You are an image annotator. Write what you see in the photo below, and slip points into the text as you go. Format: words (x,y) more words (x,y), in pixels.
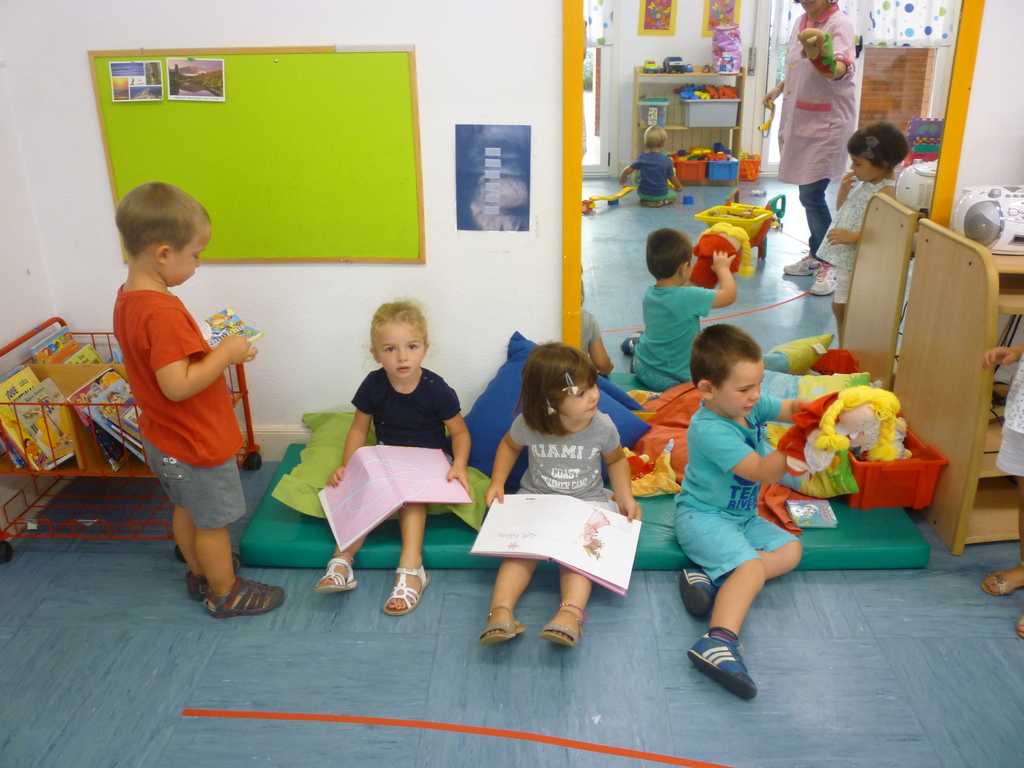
In this image there are children (685,588) sitting on the bed (833,539). Beside them there are pillows (680,451), books (371,474) and a basket (918,469). On the left side of the image (76,430) there is a trolley (2,473) with the books (96,425) in it. Behind the trolley (135,467) there is a wall (441,291) with the notice board (318,115) and posters (477,200) on it. At the bottom of the image (342,690) there is a floor (676,669). In the background of the image (648,93) there is a wooden table (671,112) and on top of it there are few objects (679,95). There are curtains (880,25). There is a wall (684,56) with photo frames (665,16) on it. On the right side of the image (906,370) there is a wooden table (947,262) with few objects (962,231) on it.
